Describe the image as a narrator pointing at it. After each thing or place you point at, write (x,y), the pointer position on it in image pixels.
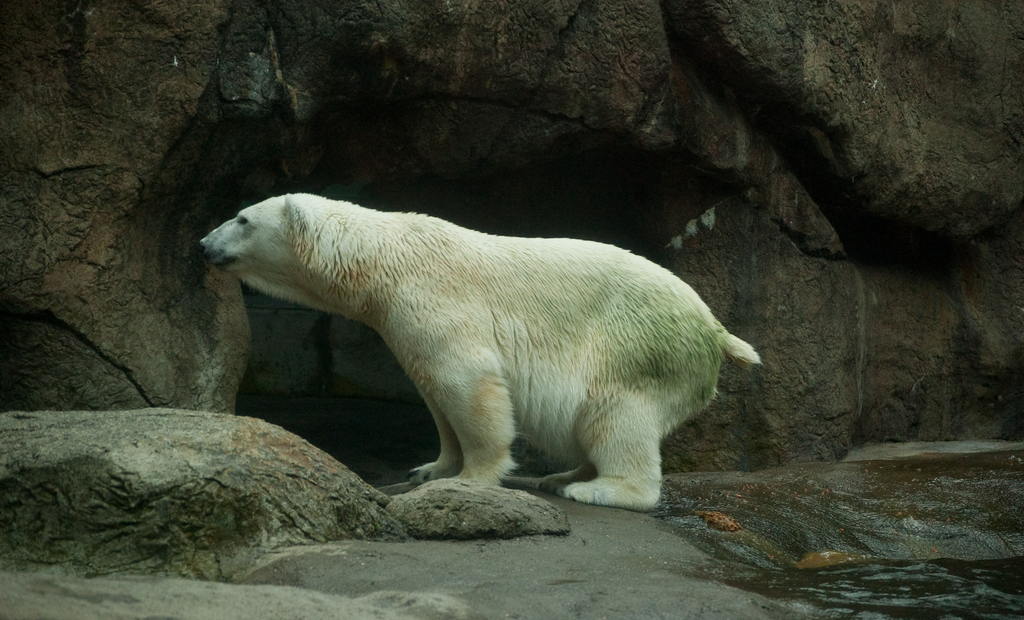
In this image we can see a white polar bear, there is the water (804,476), there are rocks (186,428), there is a den (550,196).
